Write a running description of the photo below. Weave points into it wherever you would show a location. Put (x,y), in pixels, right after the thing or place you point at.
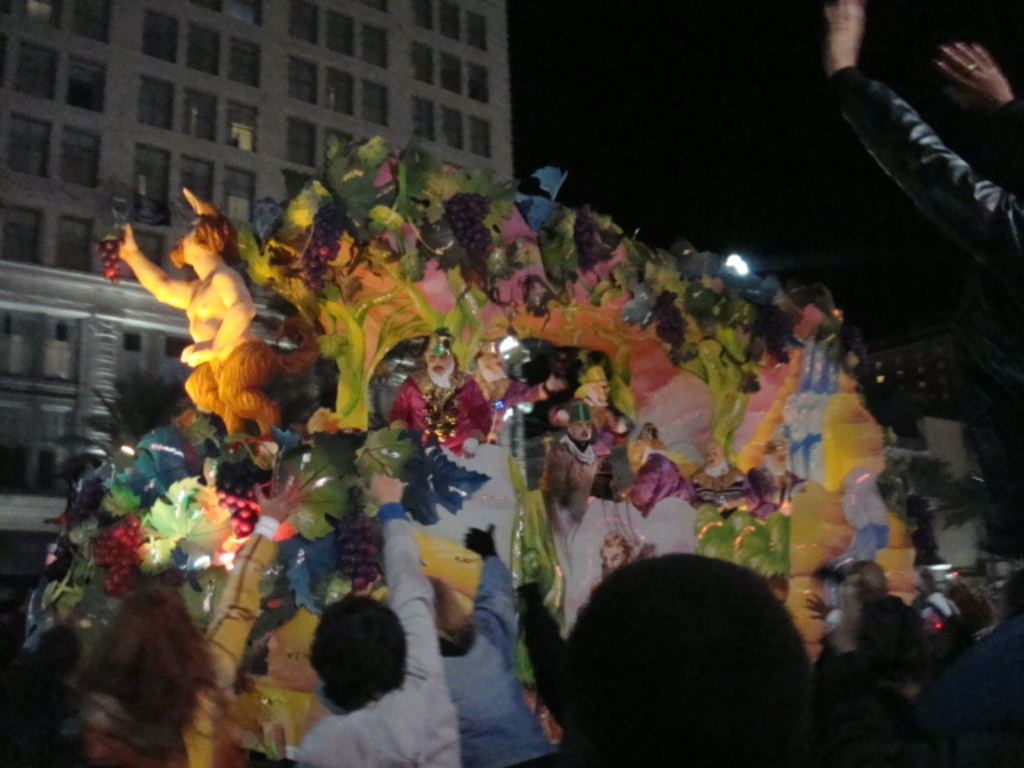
In this image we can see a few people (579,612), there are sculptures (256,366), and some decorative objects (811,354) on the vehicle (580,337), there is a building (361,71), a light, and the background (776,77) is dark.
